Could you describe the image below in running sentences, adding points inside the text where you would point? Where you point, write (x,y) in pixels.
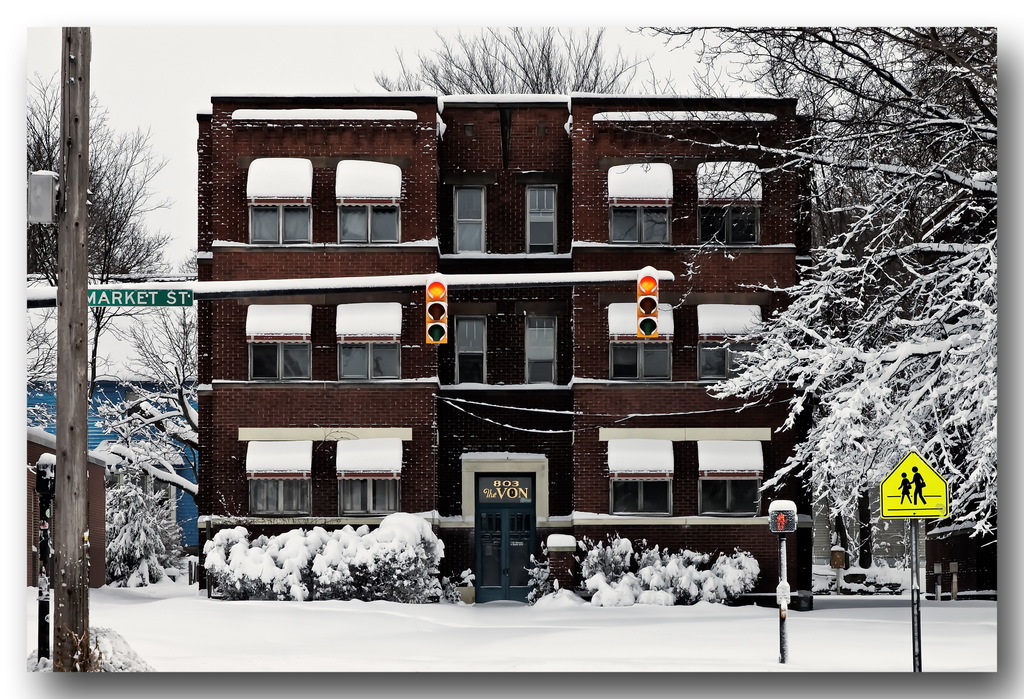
In this picture there is a building (305,482). In front of the door (527,563) we can see plants (418,524). Here we can see two traffic signals (438,291) and sign boards (146,300). On the bottom (641,636) we can see snow (390,660). In the background (993,450) we can see a shed (32,454) and many trees (868,295). At the top (246,53) we can see sky (260,48) and clouds (284,34).
